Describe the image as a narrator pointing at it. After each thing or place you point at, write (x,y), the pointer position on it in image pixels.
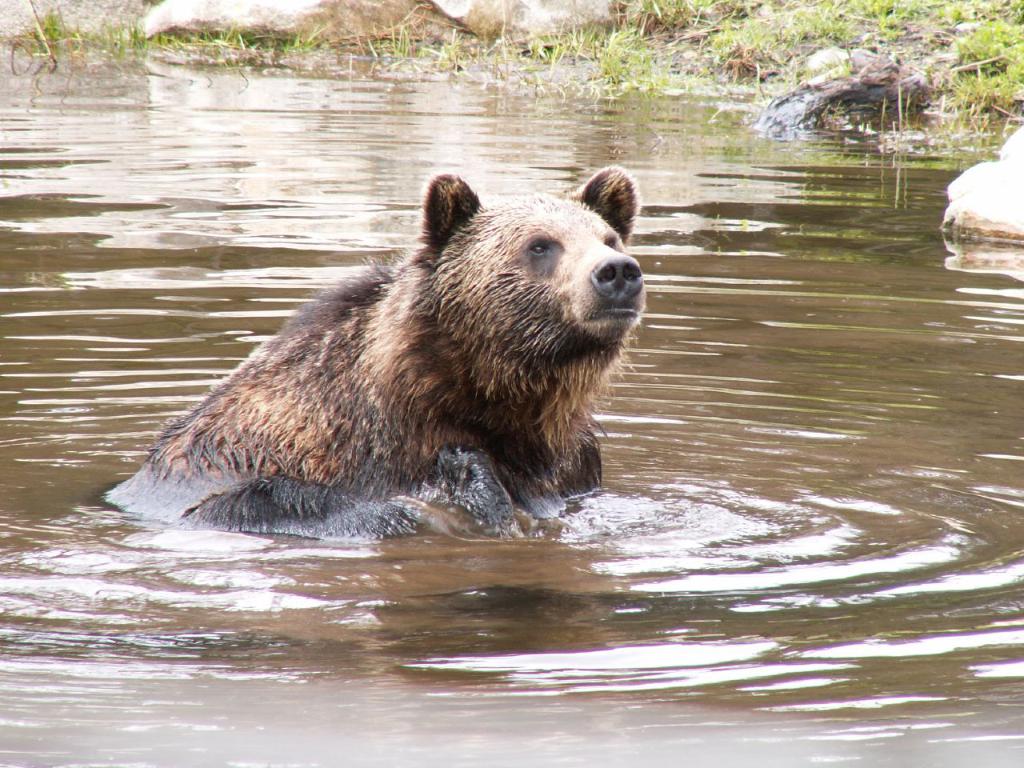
In this image there is the water (132,328). There is a bear (296,395) in the water (308,255). In the background (201,32) there are rocks (169,14) and grass (945,99).
